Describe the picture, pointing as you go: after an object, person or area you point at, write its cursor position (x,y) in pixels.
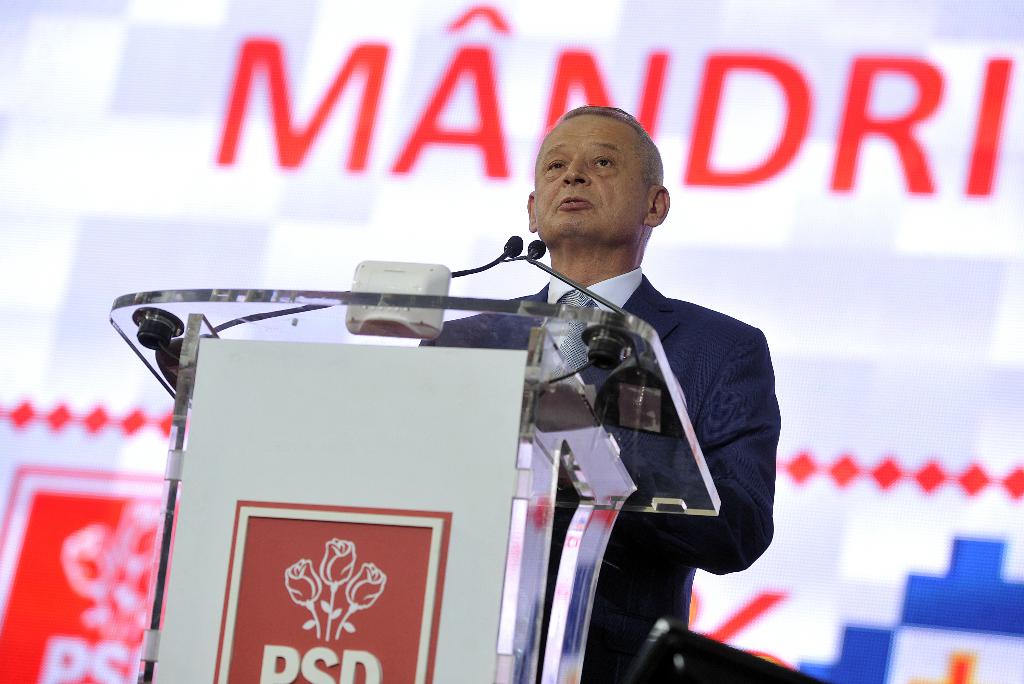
In this image, we can see a person (643,314). We can also see a podium (405,304). We can see some microphones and a board (257,447) with some text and image (399,521). In the background (837,359), we can see the wall (860,312) with some text (53,677) and images (60,624).
